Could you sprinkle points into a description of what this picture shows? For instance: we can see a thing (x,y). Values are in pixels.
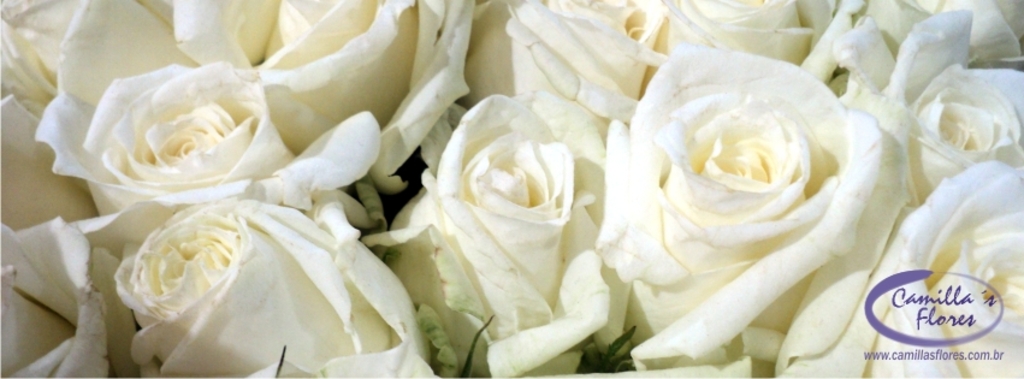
In this picture there are many white roses (442,141) in the image. On the bottom side of the image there is a small logo (866,354) written on it.
